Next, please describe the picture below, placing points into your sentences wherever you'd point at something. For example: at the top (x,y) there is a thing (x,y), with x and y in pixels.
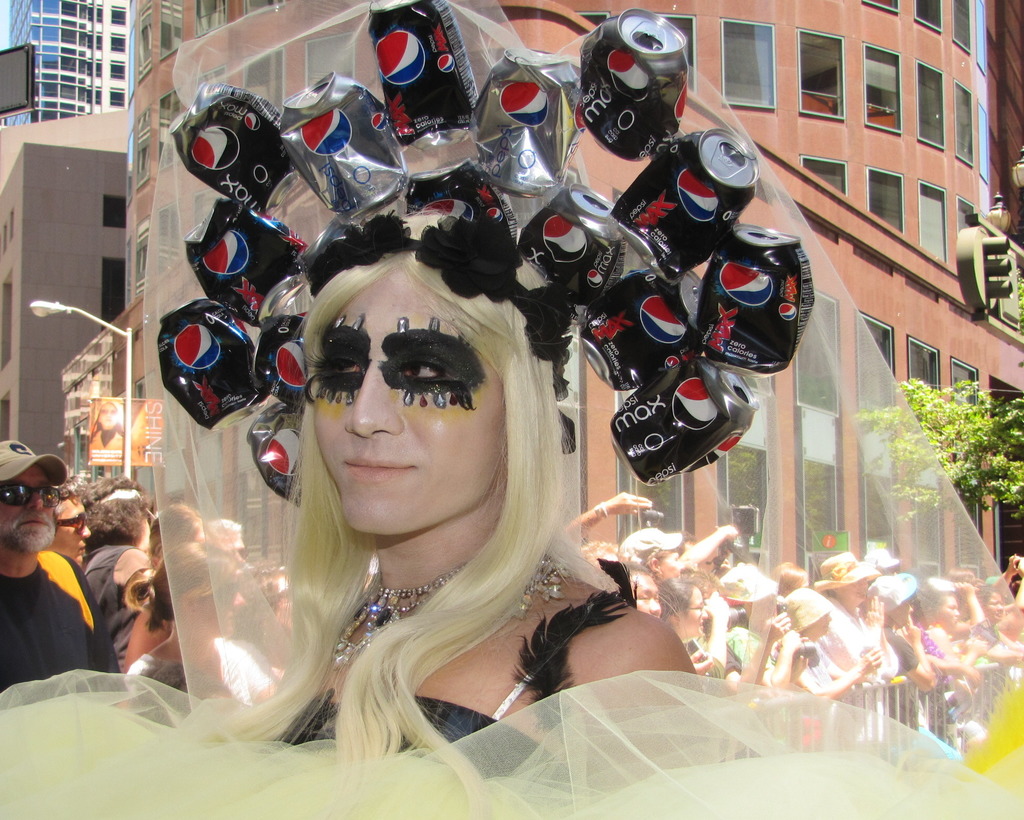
In this image we can see a person (414,742) wearing costume (368,644) and there are some people (199,567) standing and among them few people (965,591) holding some objects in their hands (963,588) and we can see few buildings (763,36) in the background (829,355). There is a tree (956,427) on the right side of the image (967,462) and we can see a street light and there is a board (141,438) with some text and picture (118,427) on the left side of the image (142,432).
